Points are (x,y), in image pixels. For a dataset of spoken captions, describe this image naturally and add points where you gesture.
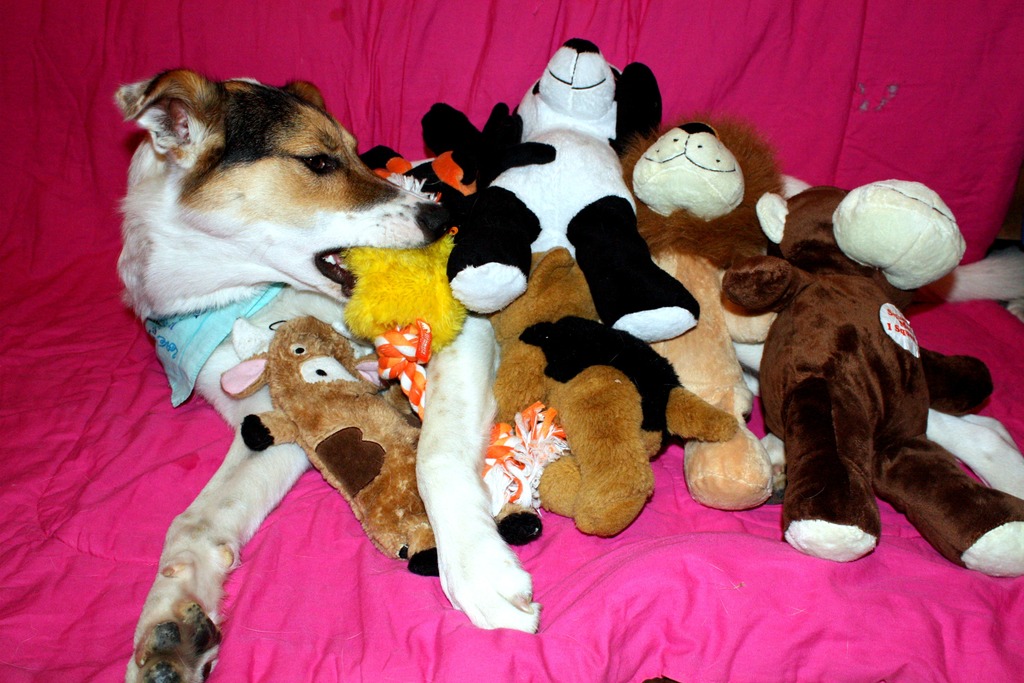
In this picture we can see a dog (186,267) is laying on the pink cloth (543,587) and on the dog (230,209) there are lots of toys (539,284).
